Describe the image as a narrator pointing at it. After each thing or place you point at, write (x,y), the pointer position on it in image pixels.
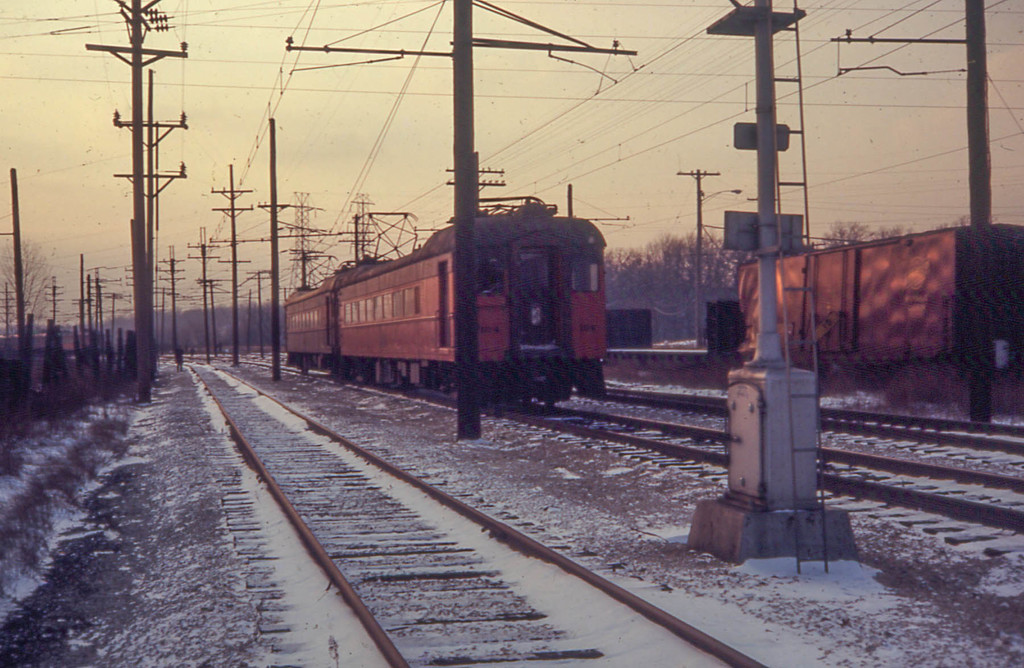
There are two compartments (367,302) of train (539,308) on the railway track (579,409), near poles (478,418), which are having electrical lines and near other two railway tracks (373,497). In the background (19,306), there are poles (985,252) which are having electrical lines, there are trees (732,279) and there is sky (362,126).
